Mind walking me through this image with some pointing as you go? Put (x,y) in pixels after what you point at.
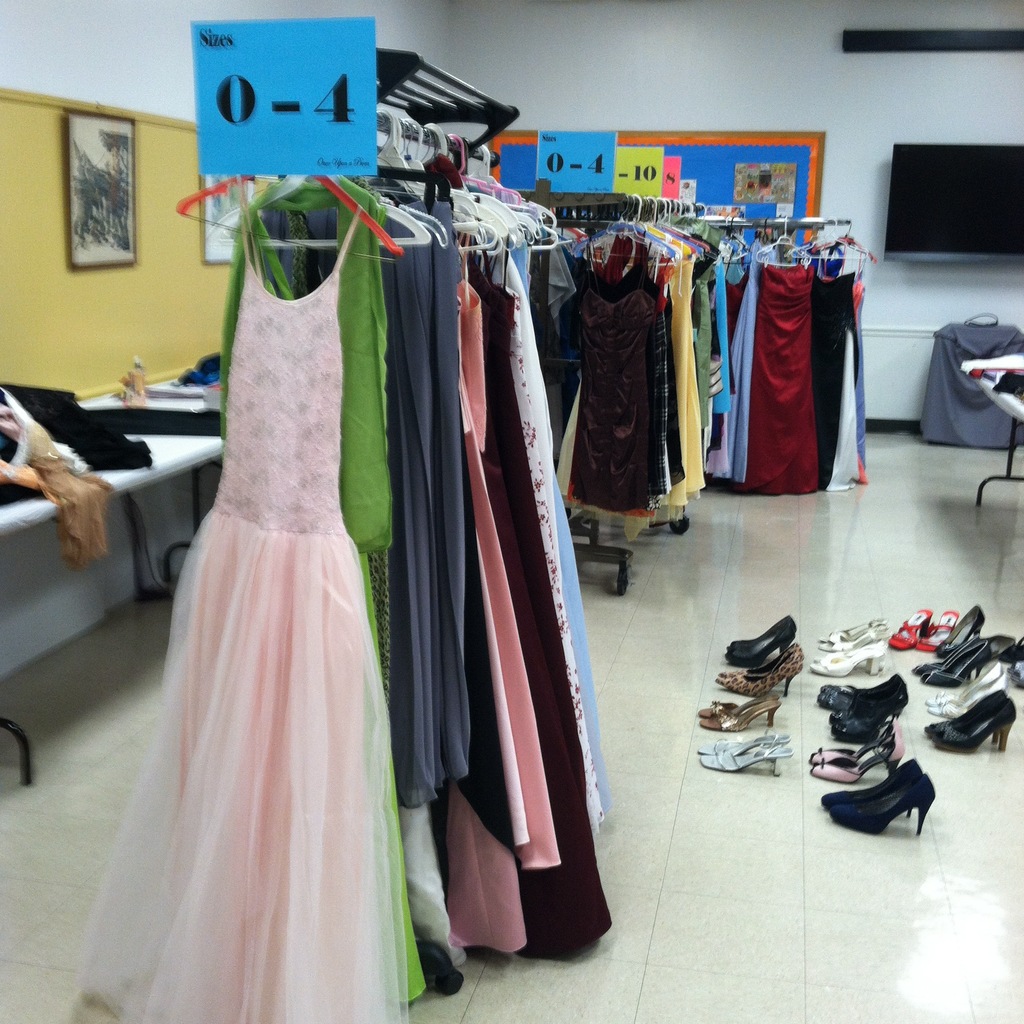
In this image we can see dresses (491,612) are hanging to the hangers (402,229) to the stands (386,174) and on the right side (950,752) there are pairs of foot wears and shoes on the floor (668,885) and on the left side (98,440) there are clothes (95,510) on the table (140,542). In the background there are boards (298,101), frame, TV (936,216) and other objects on the wall (168,312).
